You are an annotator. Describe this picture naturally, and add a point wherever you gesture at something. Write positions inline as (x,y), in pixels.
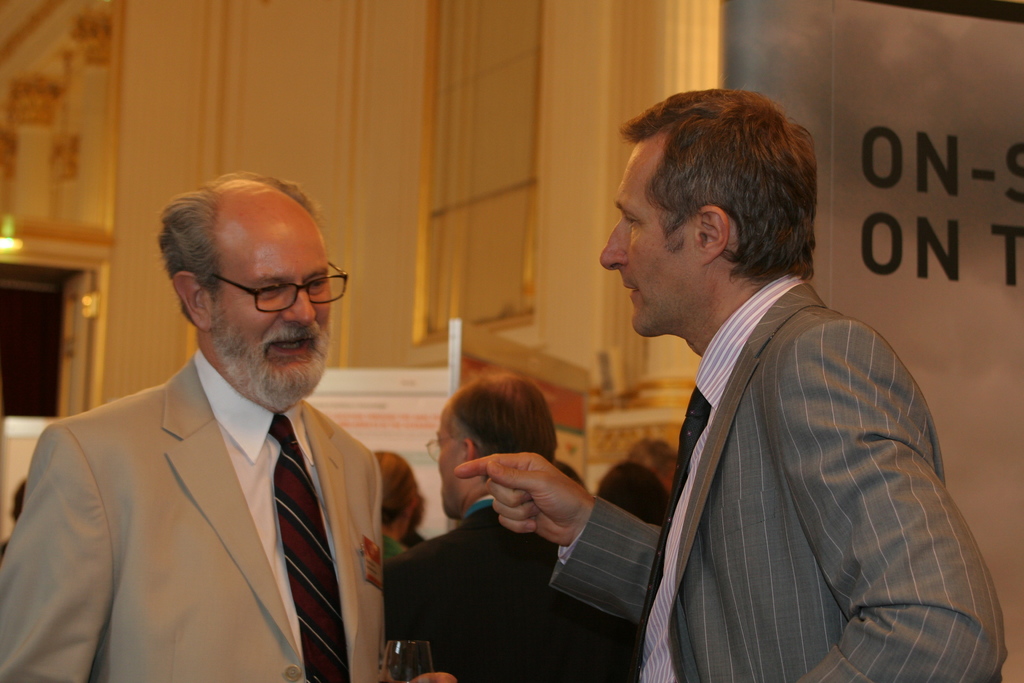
In this image we can see some people (577,583) standing. In that a man (361,646) is holding a glass (424,681). On the backside (517,216) we can see a wall (644,390) and some boards (562,408) with text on them.
